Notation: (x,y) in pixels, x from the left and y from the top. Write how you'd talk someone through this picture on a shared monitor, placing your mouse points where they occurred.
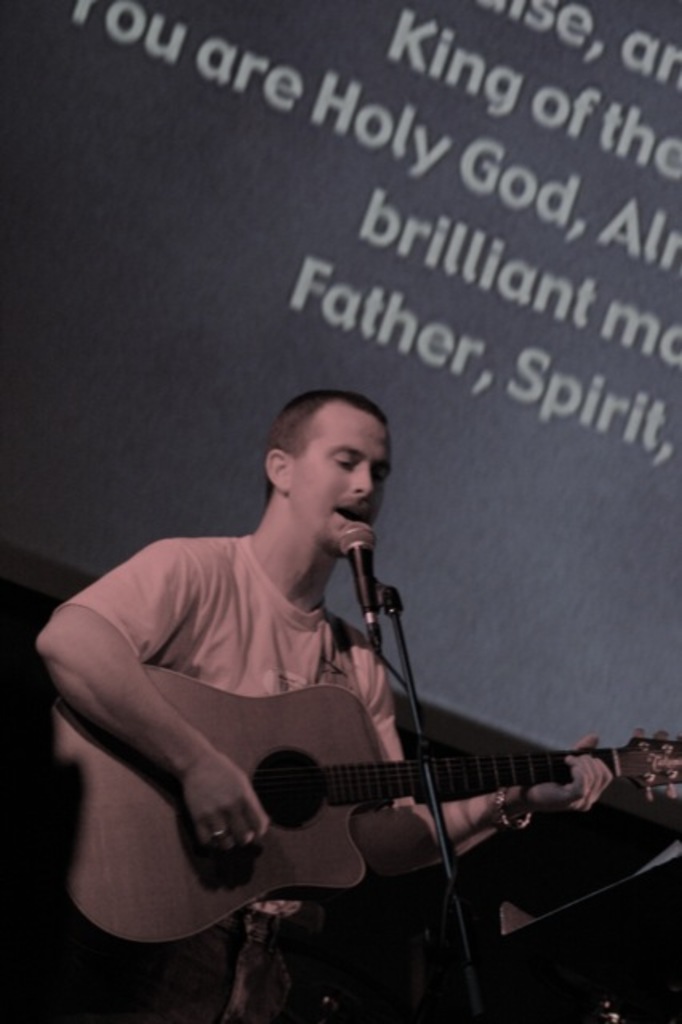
In this image, In the middle (270,555) there is a man (190,557) he is standing and holding a music instrument (248,764) which is in brown color, There is a black color microphone (373,604) and he is singing in the microphone (365,589), In the background (162,479) there is a gray color screen (66,279).
